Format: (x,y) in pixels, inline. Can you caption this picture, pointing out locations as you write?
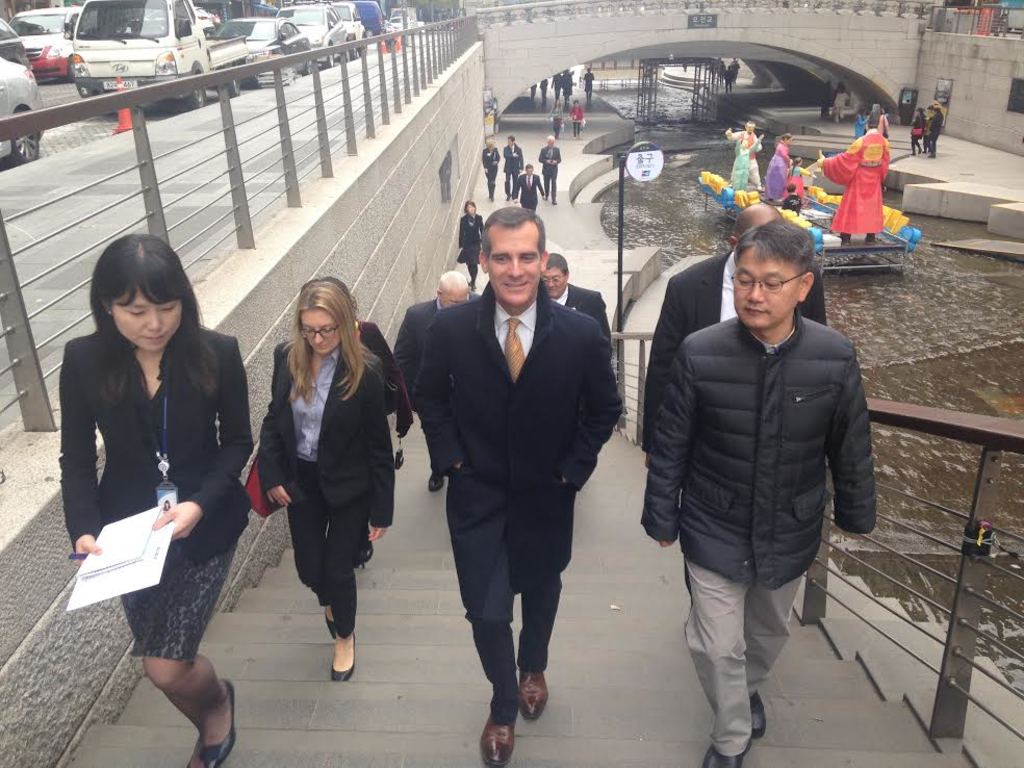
In the center of the image (500,435) we can see people (740,644) climbing steps (423,693). On the right (695,224) there is a canal (930,356) and we can see a boat (833,238) in the canal (959,337). There are figures (782,178) in the boat (822,229). On the left (90,66) there are cars (131,55). In the background (545,161) we can see people (548,147), bridge (635,57) and pillars (653,92).
